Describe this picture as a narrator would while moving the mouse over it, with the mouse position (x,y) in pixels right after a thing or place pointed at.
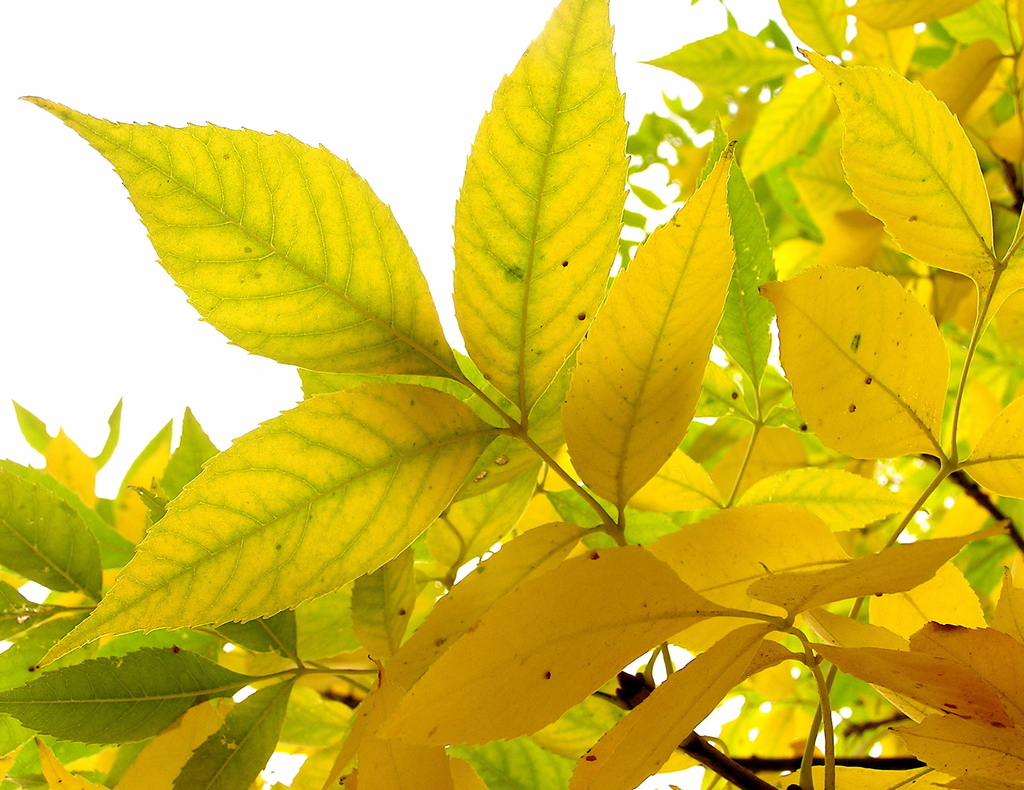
In this image I can see yellow color leaves (543,368) and I can see the sky (116,36) on the left side (95,69).
